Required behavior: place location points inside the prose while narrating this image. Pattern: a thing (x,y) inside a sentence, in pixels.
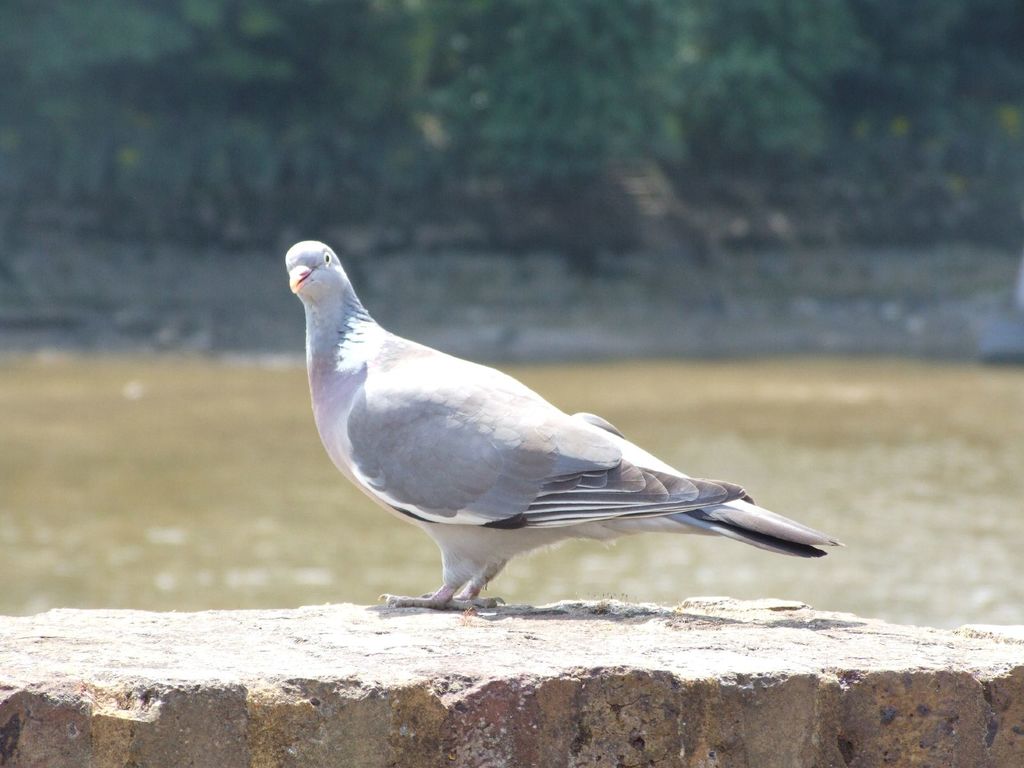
In the picture we can see a pigeon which is gray in color standing on the wall (468,611) and behind it we can see water (931,601) and some plants (1010,189) which are not clearly visible.
